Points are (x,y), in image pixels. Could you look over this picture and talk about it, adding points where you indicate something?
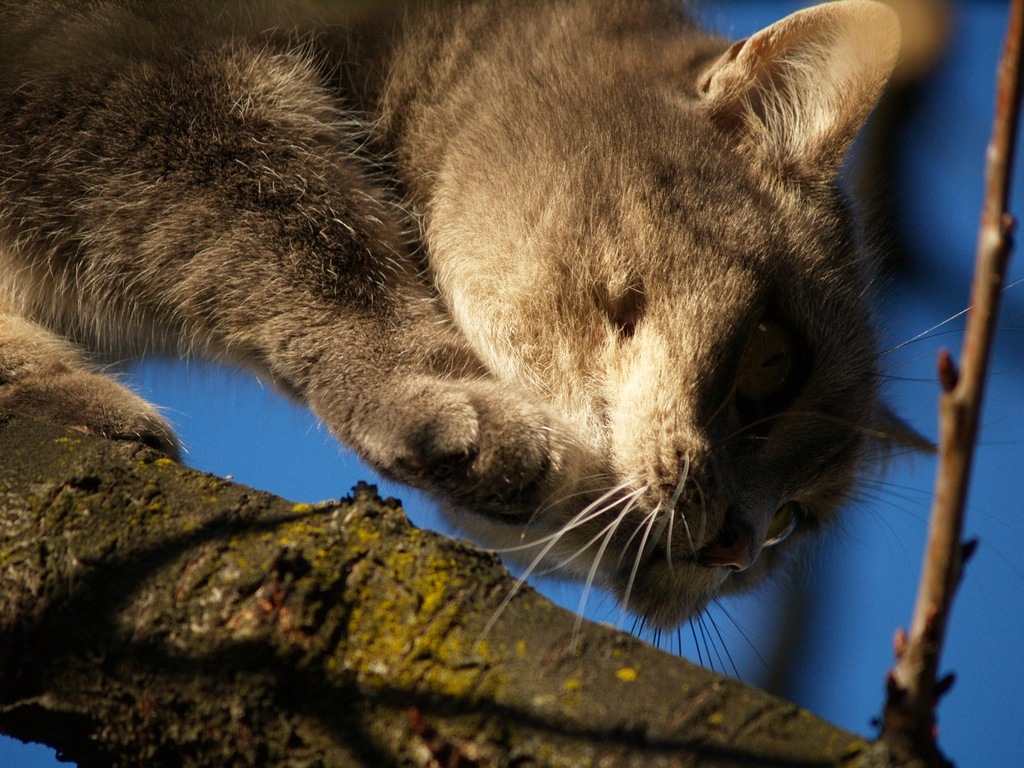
In this image I can see the cat (606,207) in brown and cream color and I can see the blue color background (1011,681).
